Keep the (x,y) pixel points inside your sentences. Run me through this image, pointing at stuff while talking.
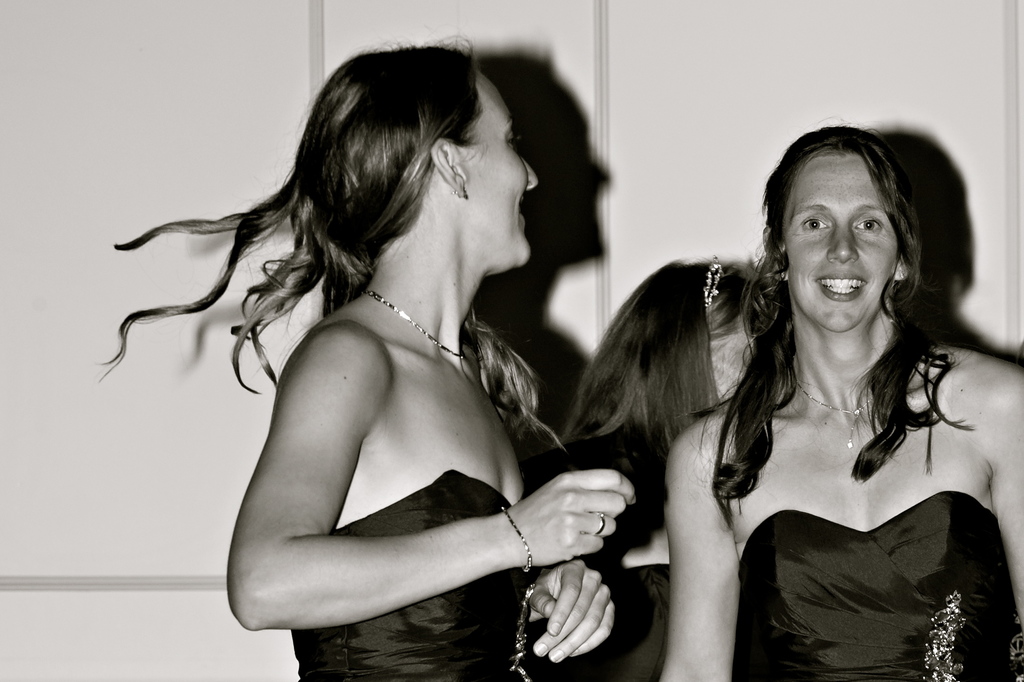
In this image we can see three persons (502,341) standing near the wall (224,63).
